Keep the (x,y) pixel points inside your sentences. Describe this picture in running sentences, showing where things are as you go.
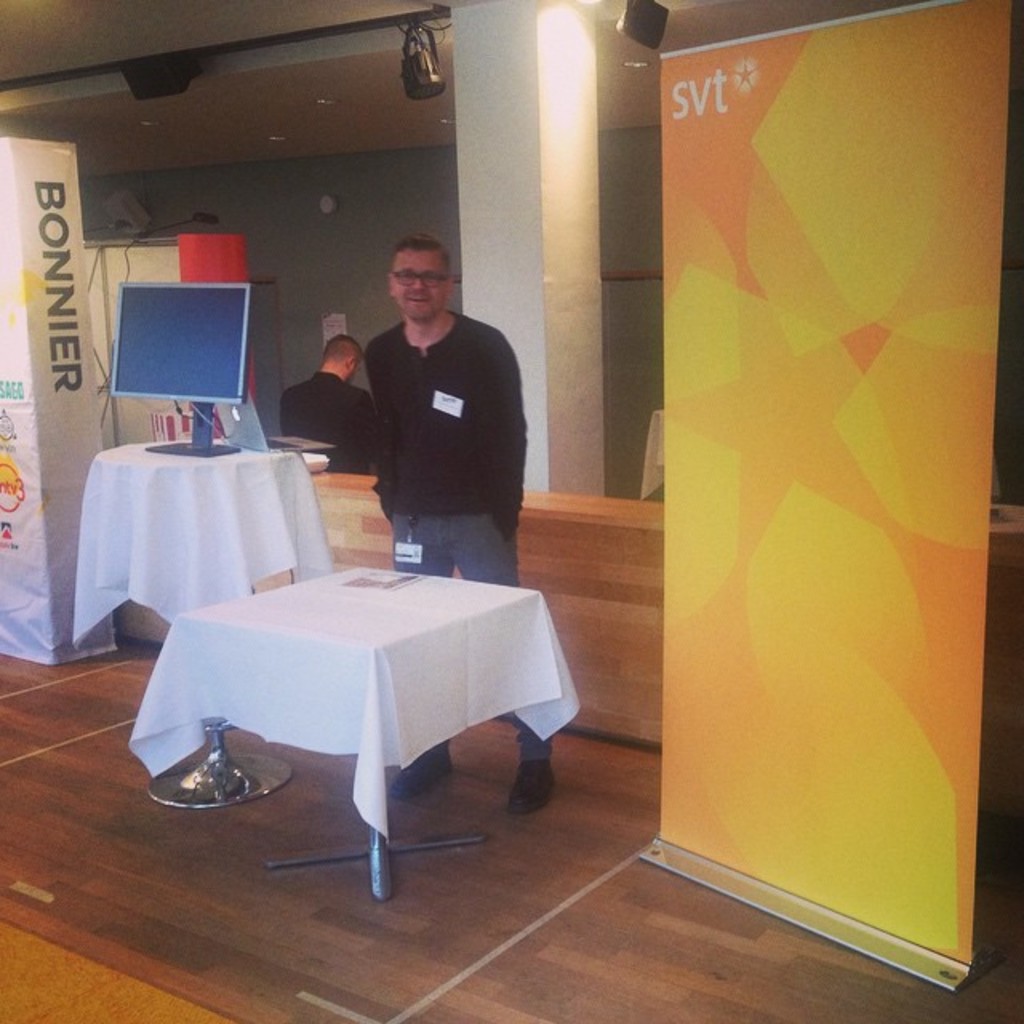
In this image i can see a person (395,413) standing in front a table (393,584), On the table (240,645) i can see a cloth (382,639) and a piece of paper (375,577). In the background (364,443) i can see another person (346,437) standing, a television screen (222,391), the wall (305,252), a banner (810,571) and few lights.
